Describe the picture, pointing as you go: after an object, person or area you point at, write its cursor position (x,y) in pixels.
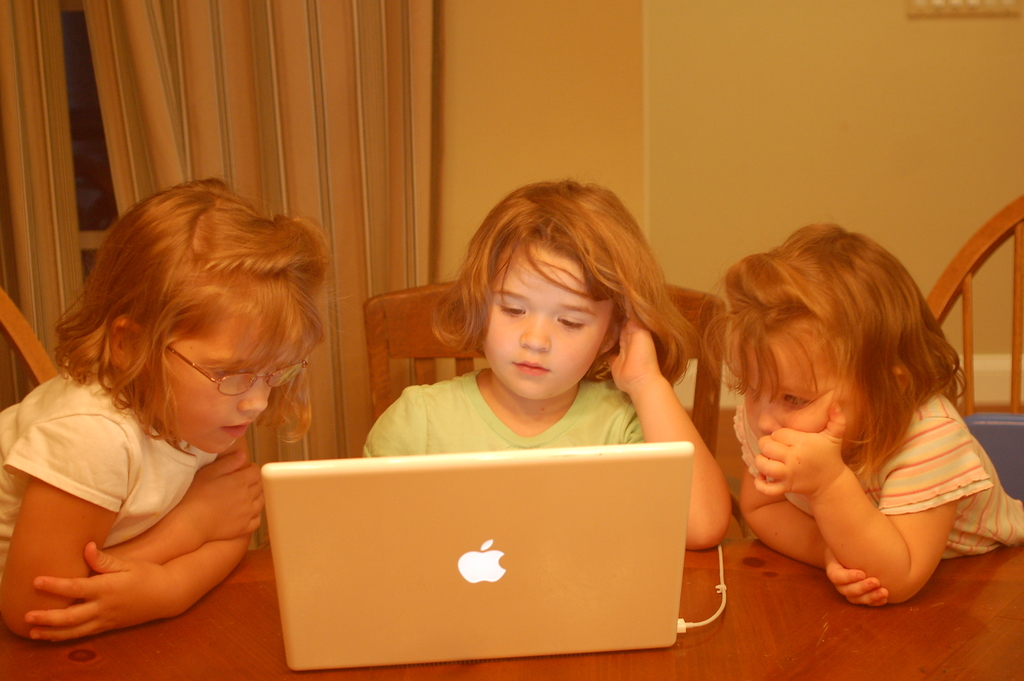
In this picture we can see three children (216,306) and they are sitting on chairs (423,330), in front of them we can see a laptop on the table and in the background (331,342) we can see the wall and a curtain (132,26).
